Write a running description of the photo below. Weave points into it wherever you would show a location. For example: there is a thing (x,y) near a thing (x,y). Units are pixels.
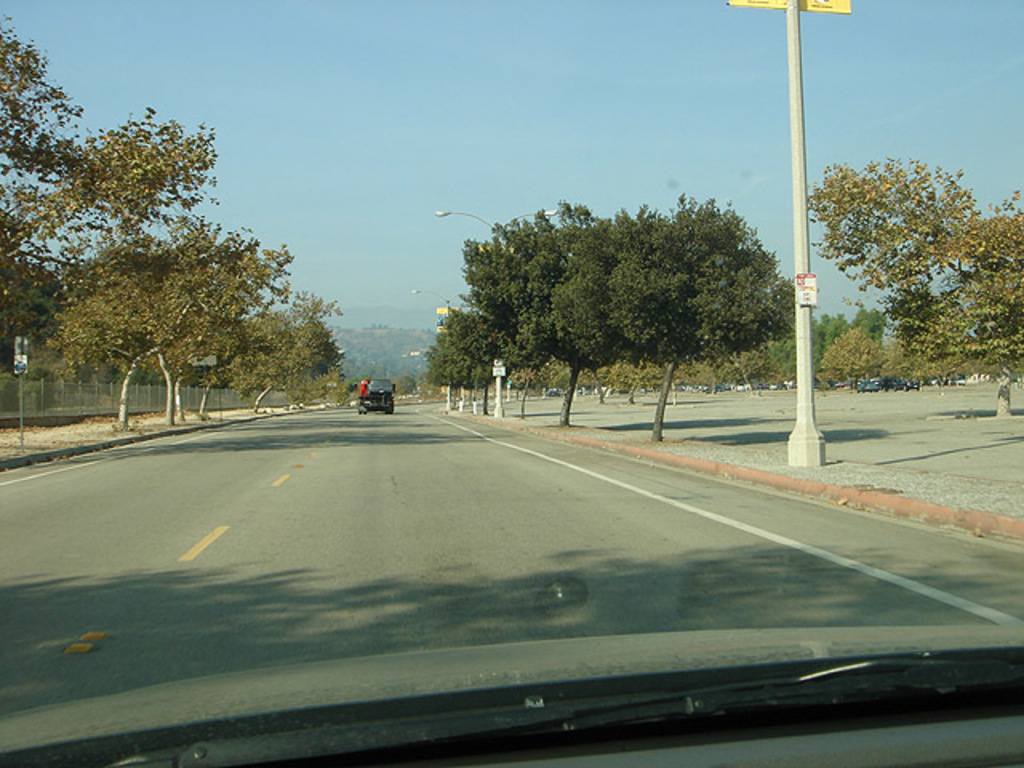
There is a road (287,615). On the sides of the road (346,483) there are trees (481,341). On the road (379,459) there is a vehicle (373,395). Also there are poles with lights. There are railings (116,406). In the background (364,135) there is sky (373,162).
